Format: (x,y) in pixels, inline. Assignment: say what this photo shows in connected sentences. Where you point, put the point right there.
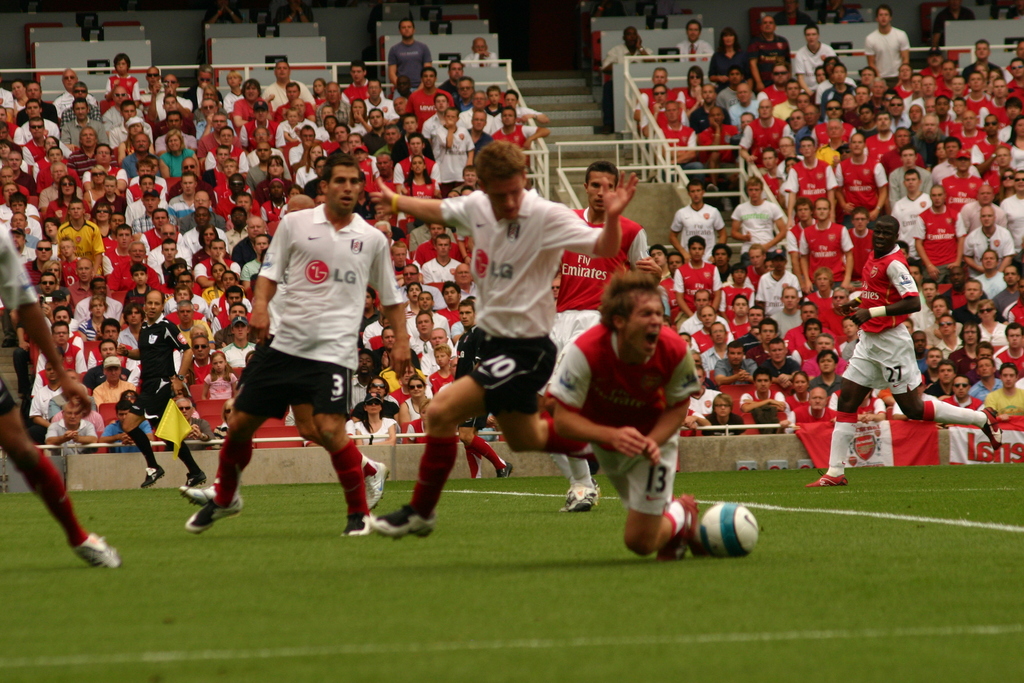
In this image i can see football players (521,353) and at the background of the image (746,206) there are spectators (720,135).
